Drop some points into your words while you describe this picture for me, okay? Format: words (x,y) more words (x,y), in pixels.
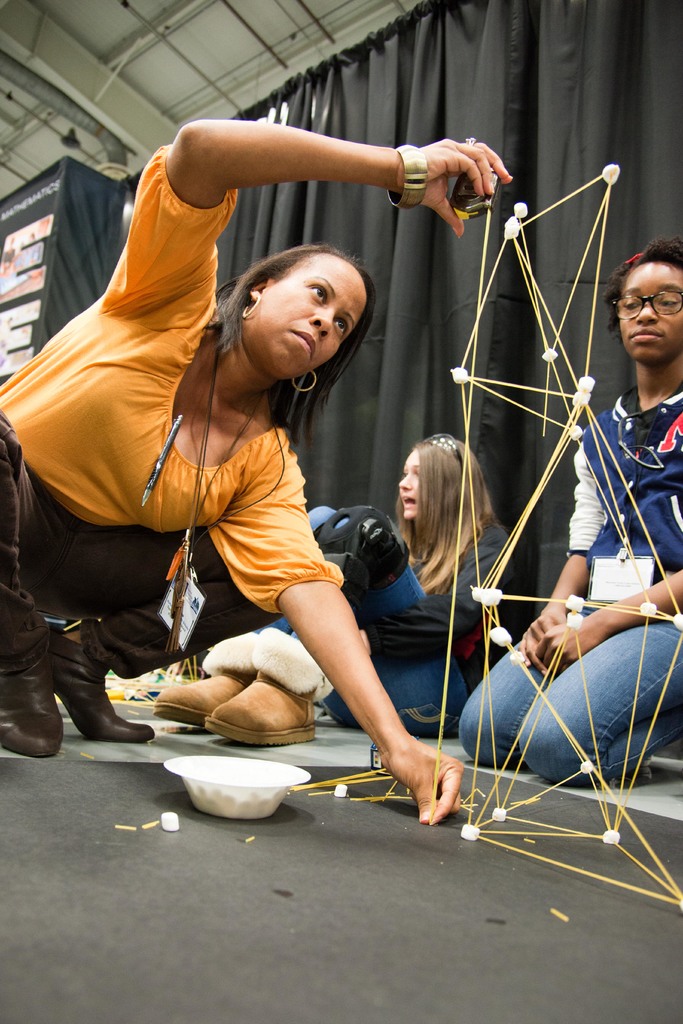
In this image we can see there is a woman (401,206) measuring tower (575,778) with sticks (638,892), behind that there are other people (658,551) sitting and watching, and curtain (627,24) hanging from the top.
